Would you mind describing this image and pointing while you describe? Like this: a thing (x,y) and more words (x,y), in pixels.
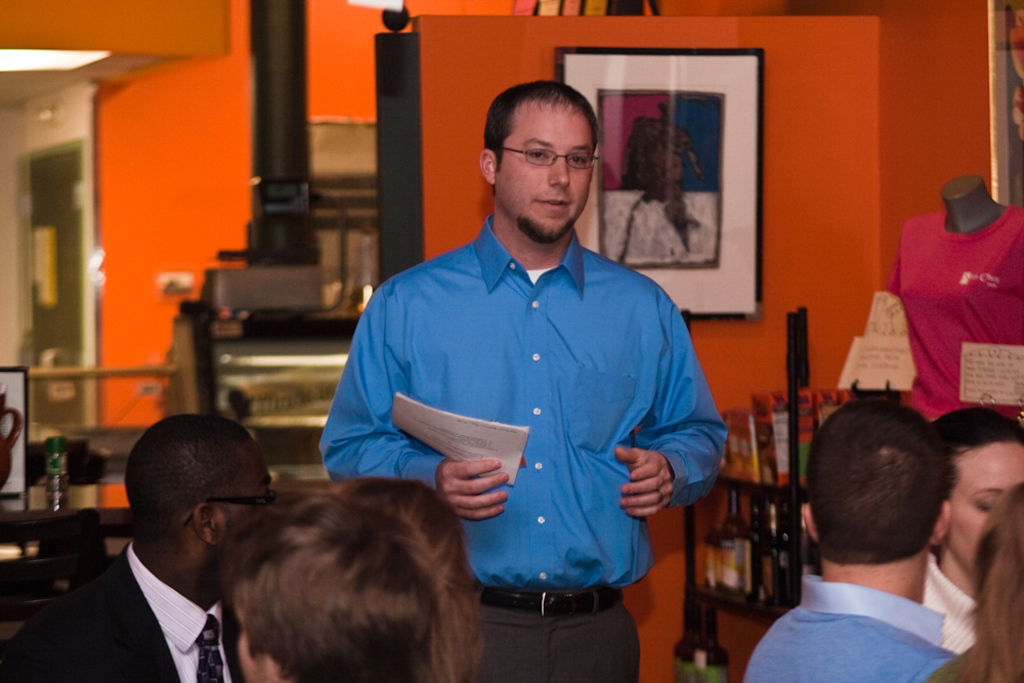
In the foreground (372,518) I can see a group of people (397,640) are sitting on the chairs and one person (639,568) is standing on the floor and is holding some papers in hand (453,487). In the background (924,218) I can see wall paintings (691,124) on a wall (818,197), mannequins (913,293), pipe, door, bottles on the table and some objects (79,452). This image is taken may be in a hall (646,633).
